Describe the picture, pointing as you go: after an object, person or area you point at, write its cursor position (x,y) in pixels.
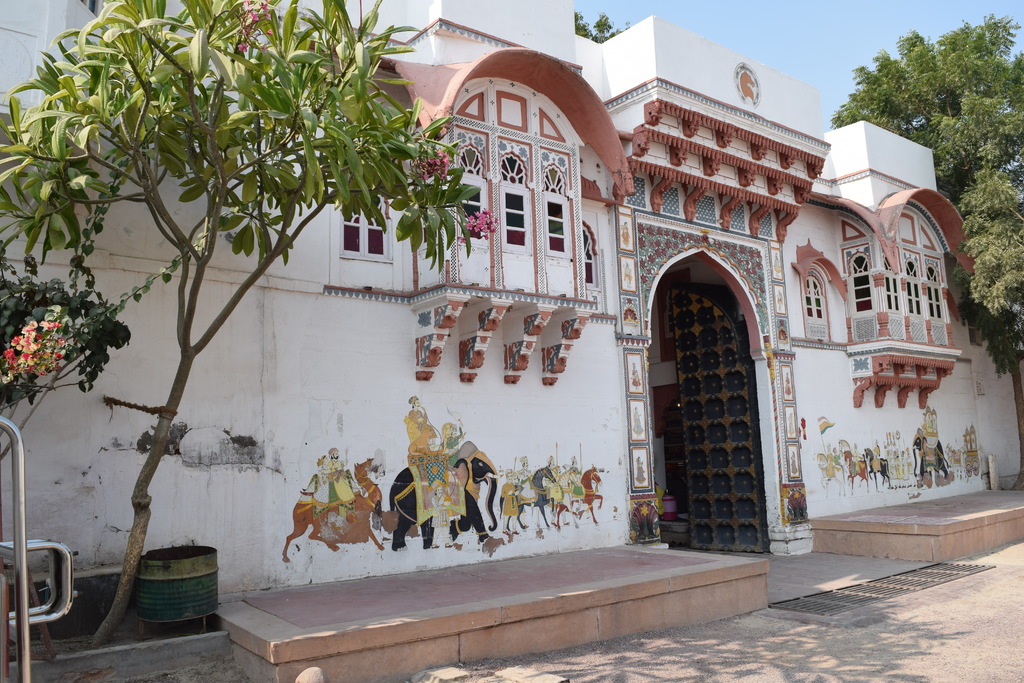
In this image there is a metal object (21,528) and there are trees (123,94) on the left corner (166,427). There are trees (934,105) on the right corner (953,76). There is a road (786,676) at the bottom (920,662). There is a building (520,90) with an entrance (697,253), windows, some paintings (654,525). And there is sky (810,48) at the top (808,48).
